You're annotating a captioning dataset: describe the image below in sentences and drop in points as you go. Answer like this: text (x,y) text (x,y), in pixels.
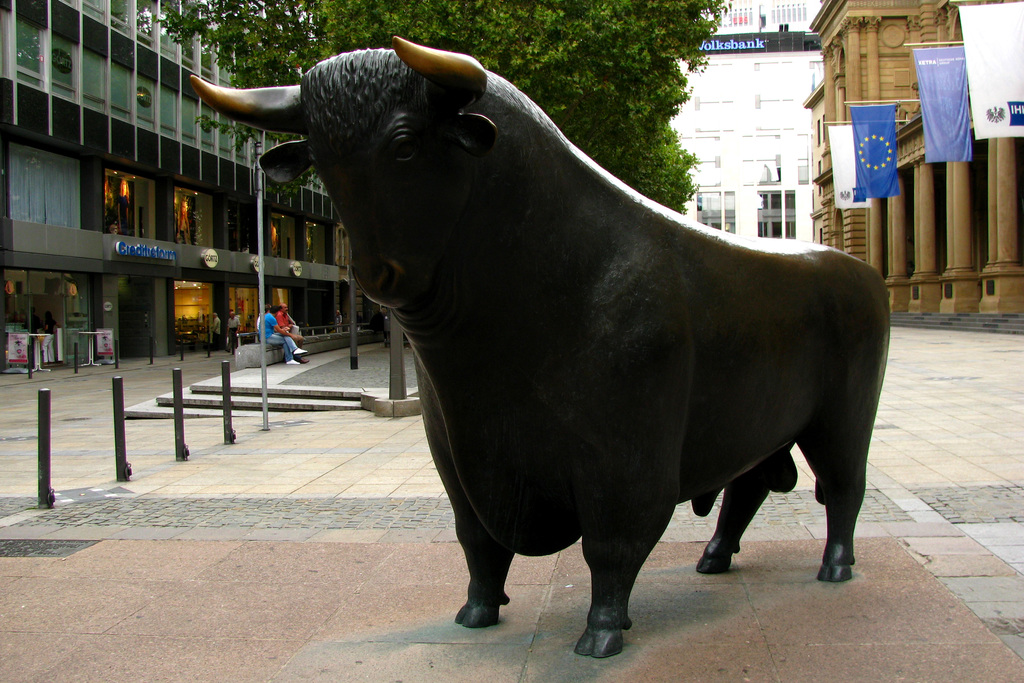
In the middle of this image (565,396) there is a statue (624,280) of an animal (496,418). In the background (273,246) there are buildings (126,185) and trees (576,69). On the left side (118,428) there are few poles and two persons (273,340) are sitting. On the right side (954,92) there are few flags (875,136).
